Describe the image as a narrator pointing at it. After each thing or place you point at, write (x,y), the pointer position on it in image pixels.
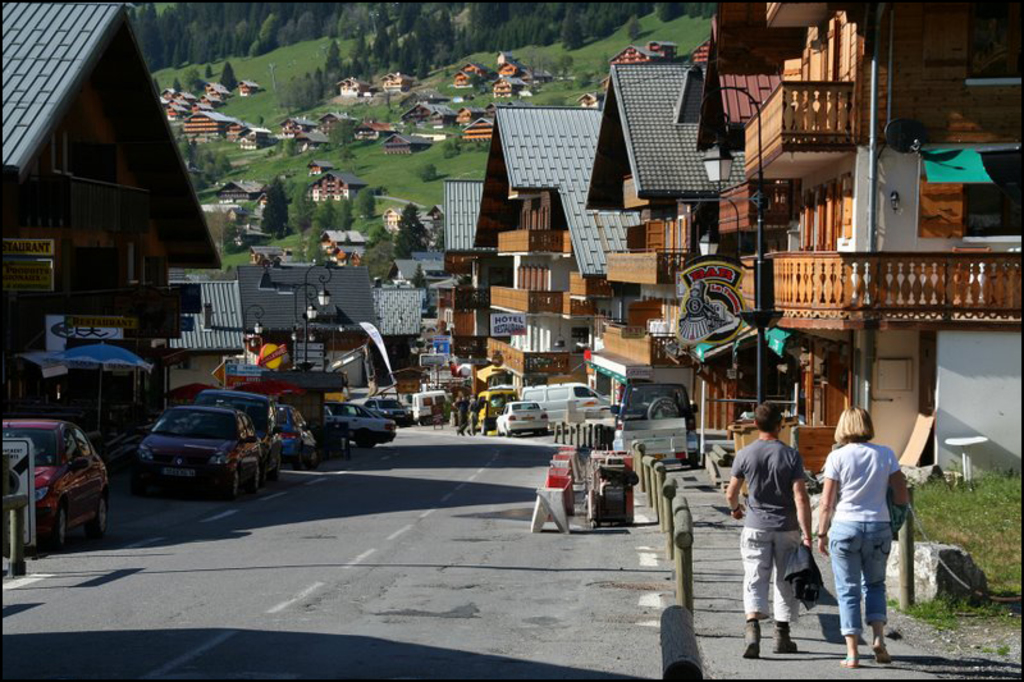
In this picture I can see few vehicles (255,478) are on the road (303,503), side of the road (351,456) few people (758,550) are walking, around there are some houses (568,323) and trees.
